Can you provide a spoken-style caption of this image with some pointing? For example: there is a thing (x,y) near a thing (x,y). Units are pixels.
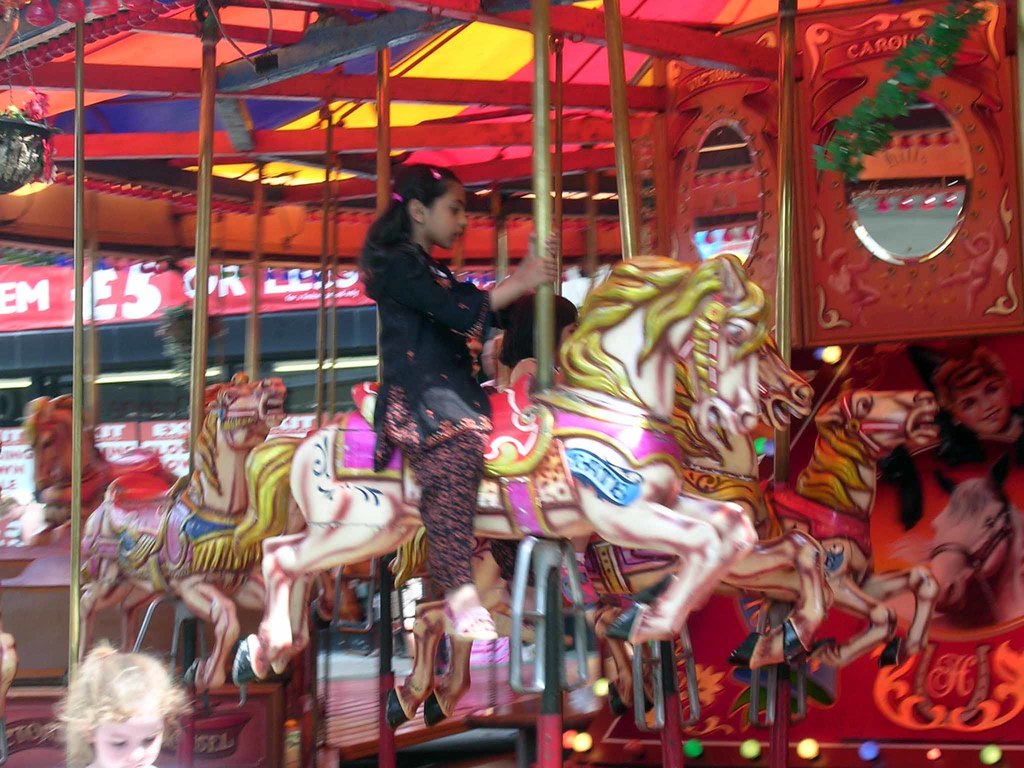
This image is clicked in exhibition where a girl (453,492) is sitting on a horse (407,517). It is a ride (657,399). She is wearing black color dress (440,331).
